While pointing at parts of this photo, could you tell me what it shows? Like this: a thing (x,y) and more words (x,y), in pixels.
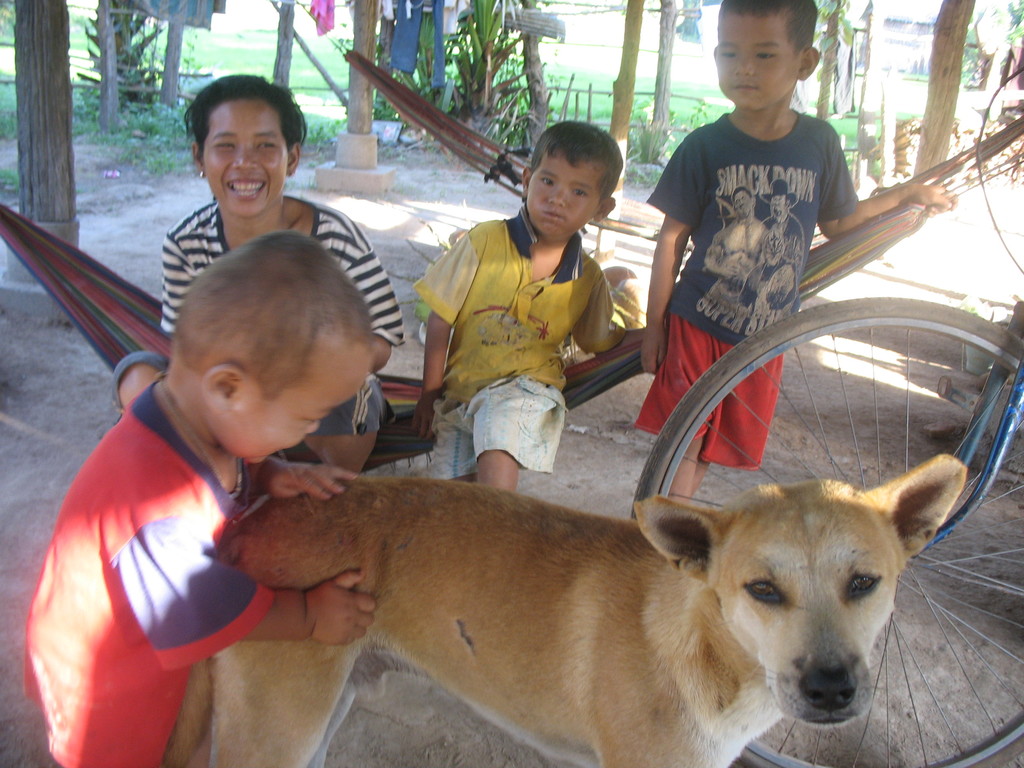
Here we can see four persons (508,348). There is a dog (563,612) and this is swing (111,296). There is a wheel (891,324). Here we can see grass (193,69) and there are plants (453,73).
